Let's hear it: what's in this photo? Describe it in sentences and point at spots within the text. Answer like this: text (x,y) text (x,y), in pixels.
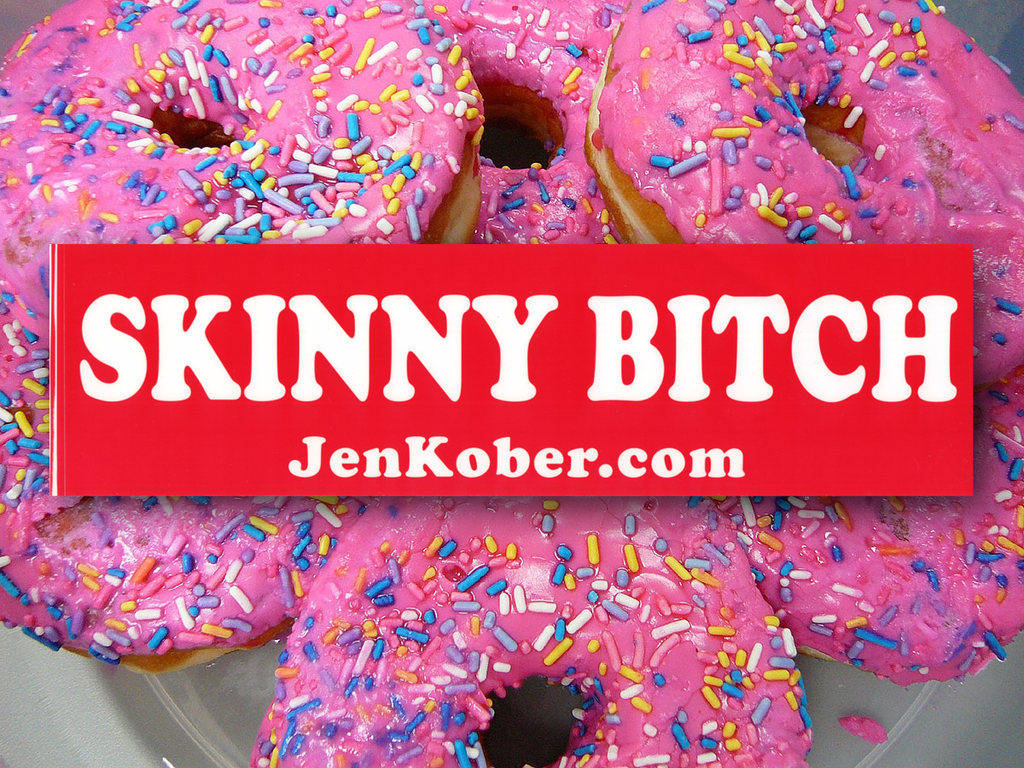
In this image we can see some Doughnuts (623,636) on a white plate (861,706) and one red color name board (553,342) with some text (262,375).
